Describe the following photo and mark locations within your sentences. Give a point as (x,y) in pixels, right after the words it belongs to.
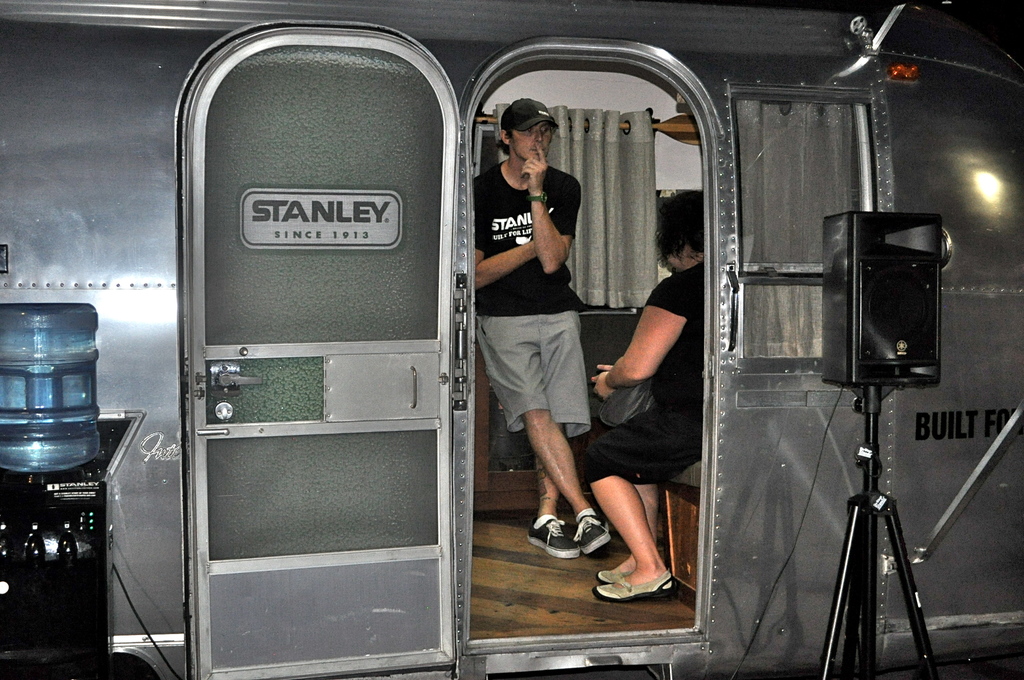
In this image there is a man (555,356) standing, he is wearing a cap (534,110), there is a woman (659,437) sitting, there is a curtain (588,191), there is a door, there is text (334,234) on the door (327,205), there is a window (752,190), there is a metal wall (877,158), there is text (989,426) on the metal wall (935,415), there is an object (27,340) towards the left of the image (36,477), there is a stand (882,499) towards the bottom of the image (878,461), there is a speaker (853,230).
